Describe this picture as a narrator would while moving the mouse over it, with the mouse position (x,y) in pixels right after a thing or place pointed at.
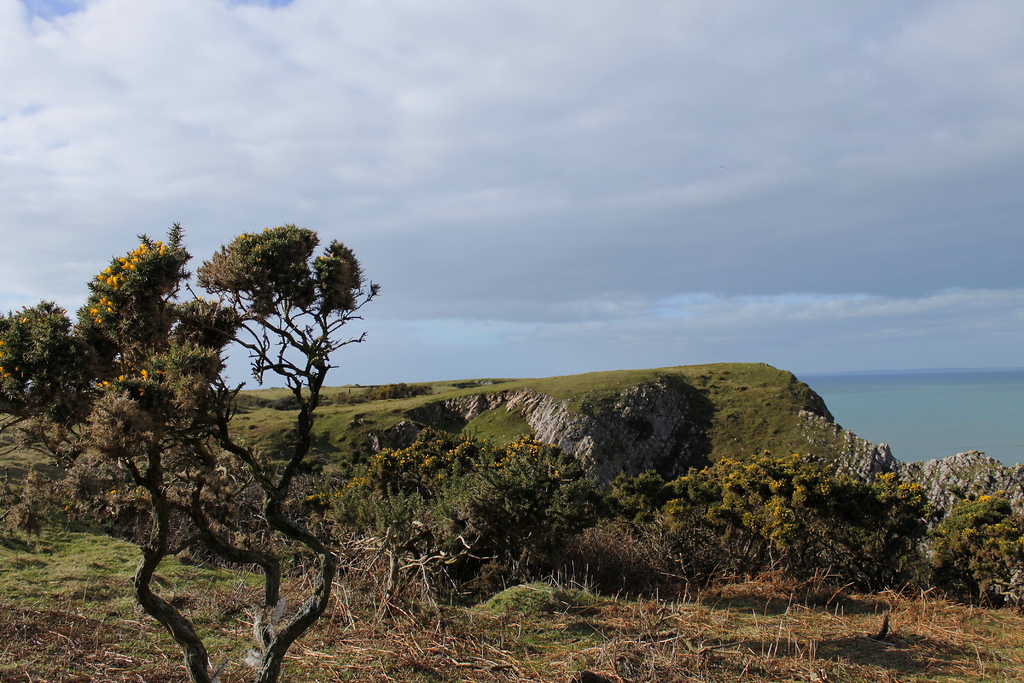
In this image we can see a group of trees (221,519), plants (376,548) with flowers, the hill (944,487), a water body (965,416) and the sky (669,246) which looks cloudy.
